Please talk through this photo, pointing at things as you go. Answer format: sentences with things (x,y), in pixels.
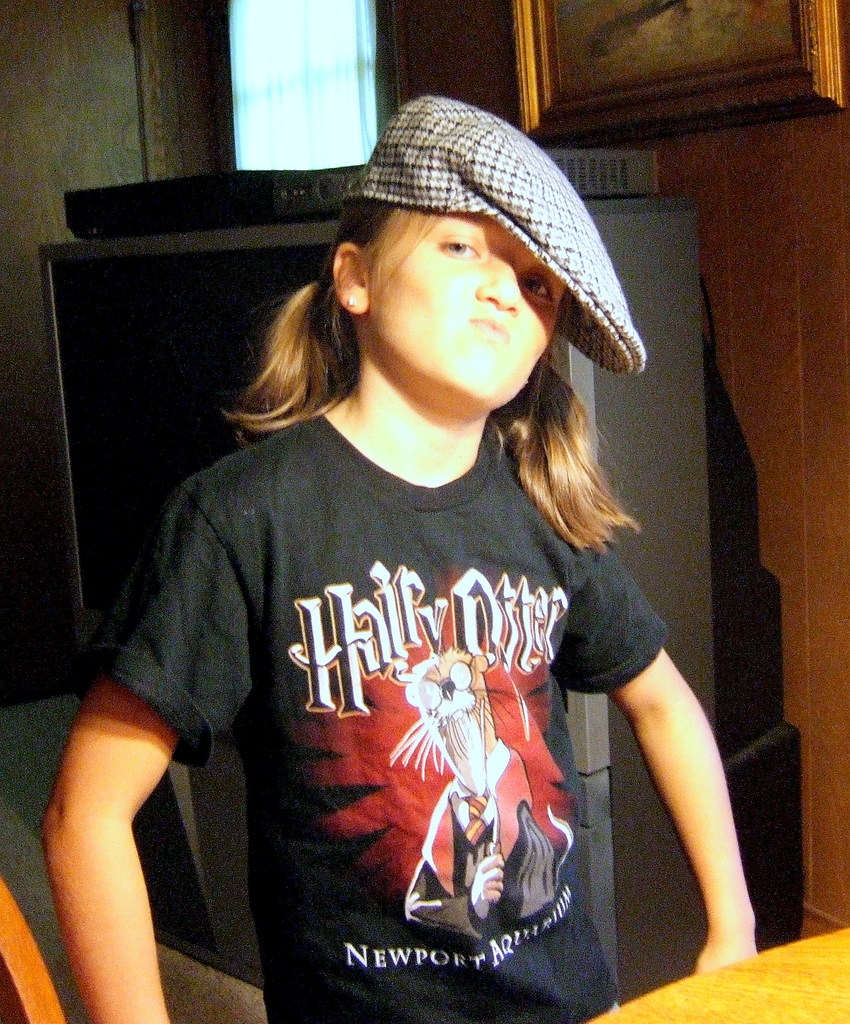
In the center of the image (463,503), we can see a girl (483,492) wearing cap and in the background (691,90), there is a frame (647,80) placed on the wall (756,216) and we can see a sound box (581,159). At the bottom (27,971), we can see a chair (38,966) and a table (671,990).
